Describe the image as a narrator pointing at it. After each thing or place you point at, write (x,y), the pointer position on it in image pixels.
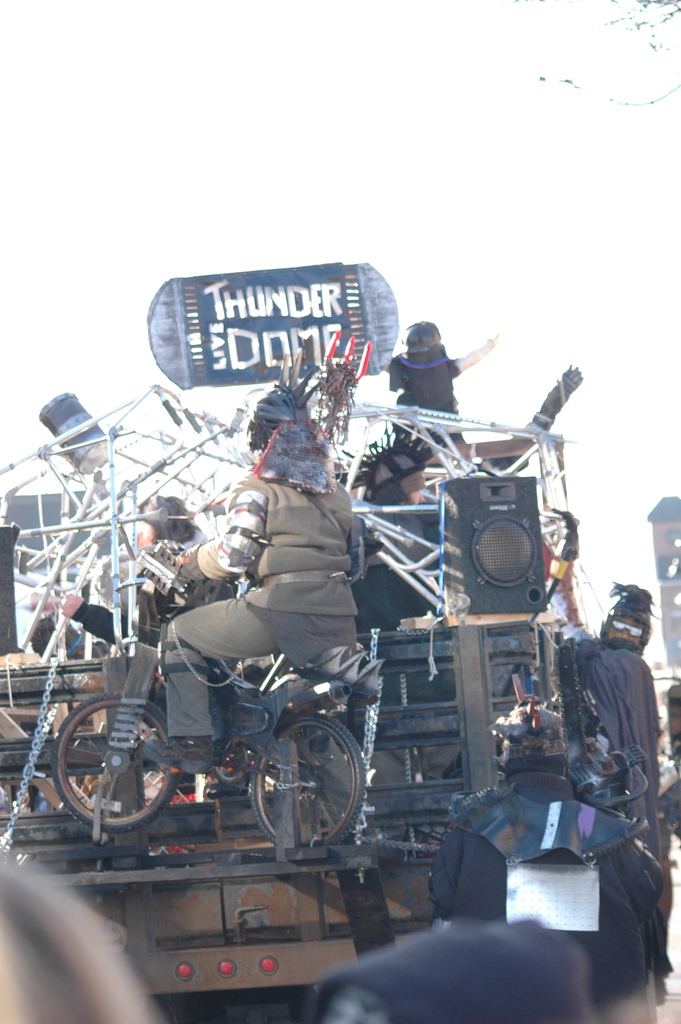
In this image there is a man (327,471) sitting on the bike (305,677) which is on the truck (235,808). In the background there are speakers (456,527) and people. At the top (219,313) there is a hoarding (239,347). On the right side (646,665) there are few people (628,689) standing beside the truck (547,695).
